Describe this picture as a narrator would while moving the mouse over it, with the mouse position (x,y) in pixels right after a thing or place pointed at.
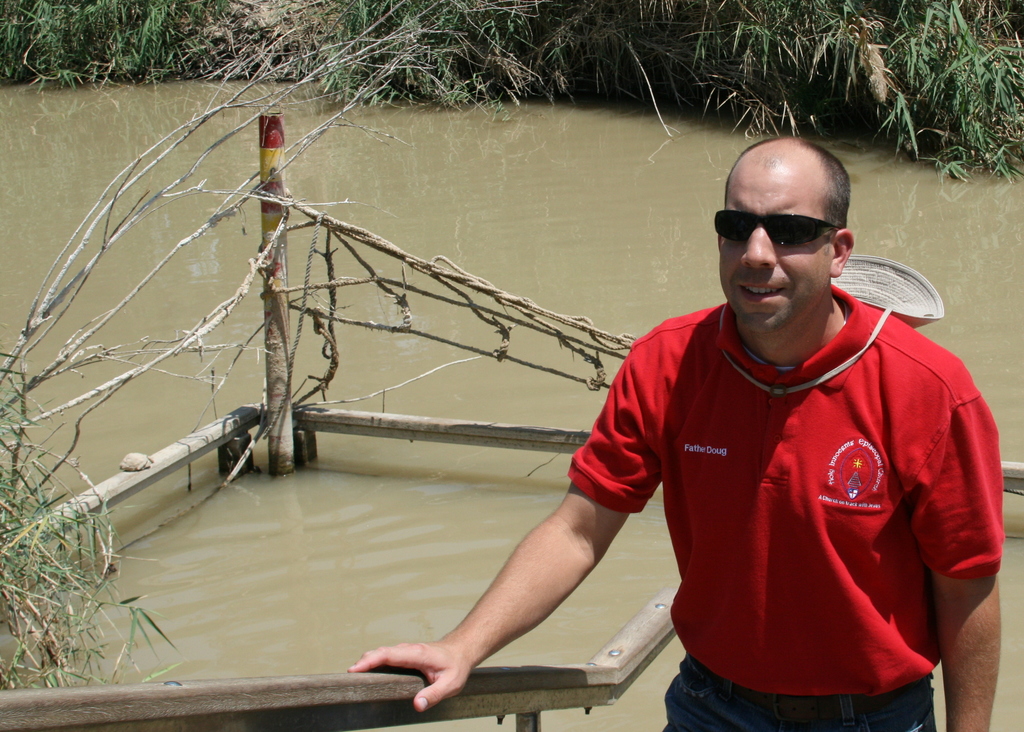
In this image I can see a person (784,471) wearing red colored t shirt (786,462) and black glasses (799,237) is standing, the wooden railing (493,676), a metal pole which is red and yellow in color, the water (266,503) and few trees (340,25) which are green and brown in color.
